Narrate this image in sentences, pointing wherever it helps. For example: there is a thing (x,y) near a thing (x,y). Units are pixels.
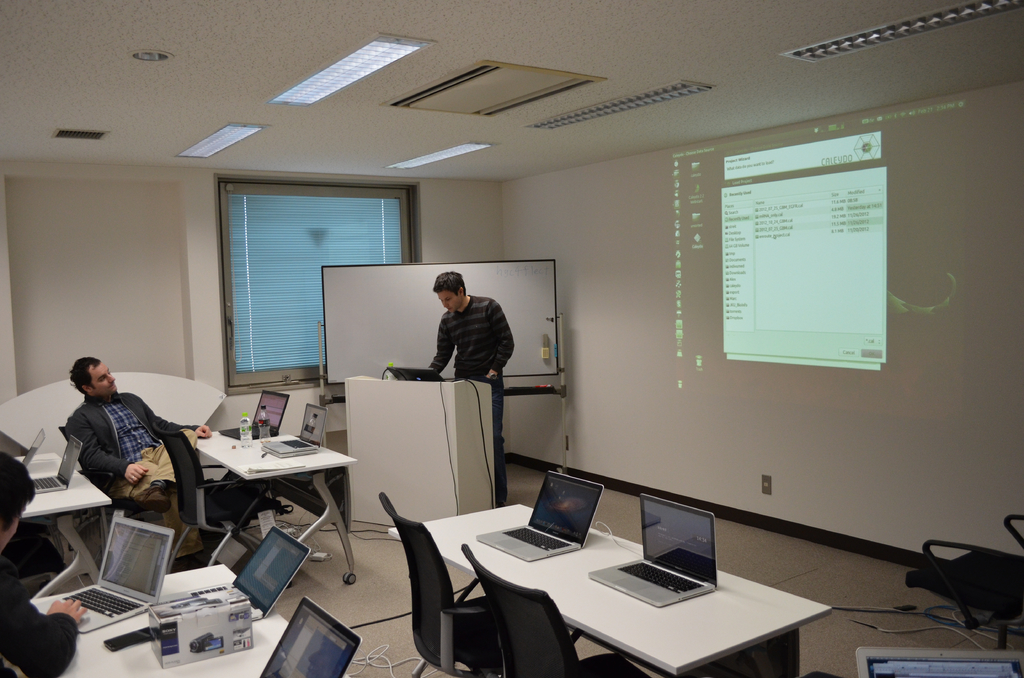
In this image I can see two persons (93,433) are sitting on chairs (147,516) in front of the desks (116,651) and on them I can see few laptops (167,546), few bottles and few other objects (234,611). In the background (468,303) I can see a person (468,376) standing, a white colored board (479,287), the window (399,249), the wall (468,220), the ceiling (185,27), few lights (299,91) to the ceiling (141,96) and some projection (759,255) on the screen (740,275).
